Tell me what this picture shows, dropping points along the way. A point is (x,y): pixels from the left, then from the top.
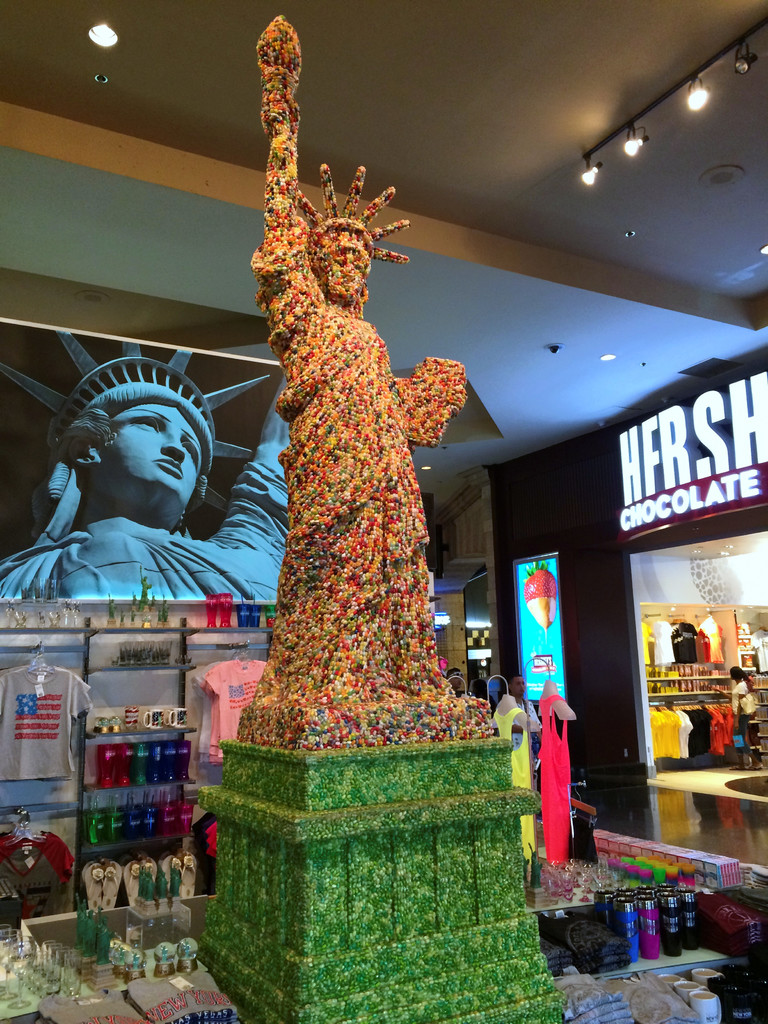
In the image there is a statue (411,454) of statue of liberty¨ (279,218) around that there are some objects (215,694) and behind that there is a banner (249,492) and on the right side (548,537) there is a showroom (767,572).
